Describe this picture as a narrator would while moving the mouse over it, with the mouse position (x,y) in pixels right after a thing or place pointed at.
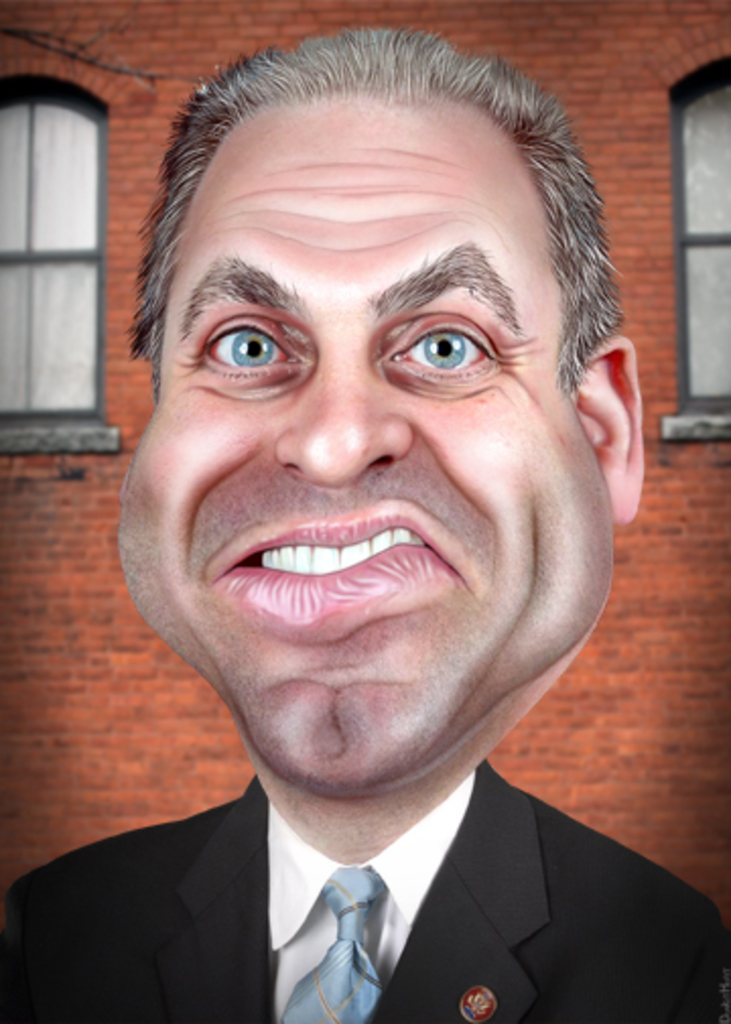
This image is an animated image. In the background (119,373) there is a wall (679,598) with two windows (714,254). In the middle of the image (260,484) there is a man (390,856) with a weird face (325,429). He has worn a suit (457,966), a tie (322,976) and a shirt (303,936).
